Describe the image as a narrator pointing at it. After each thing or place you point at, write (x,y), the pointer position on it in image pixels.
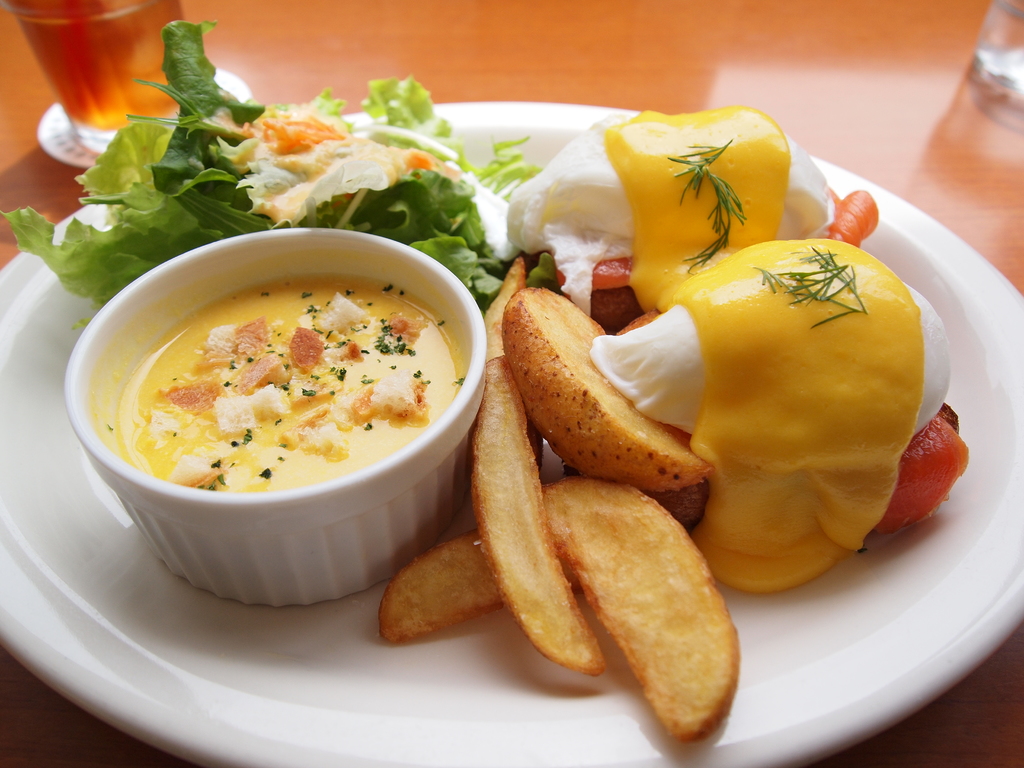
In this picture there is food (742,537) on the plate (759,628) and in the bowl (306,496). There is a plate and there are glasses (140,29) on the table (730,88).
